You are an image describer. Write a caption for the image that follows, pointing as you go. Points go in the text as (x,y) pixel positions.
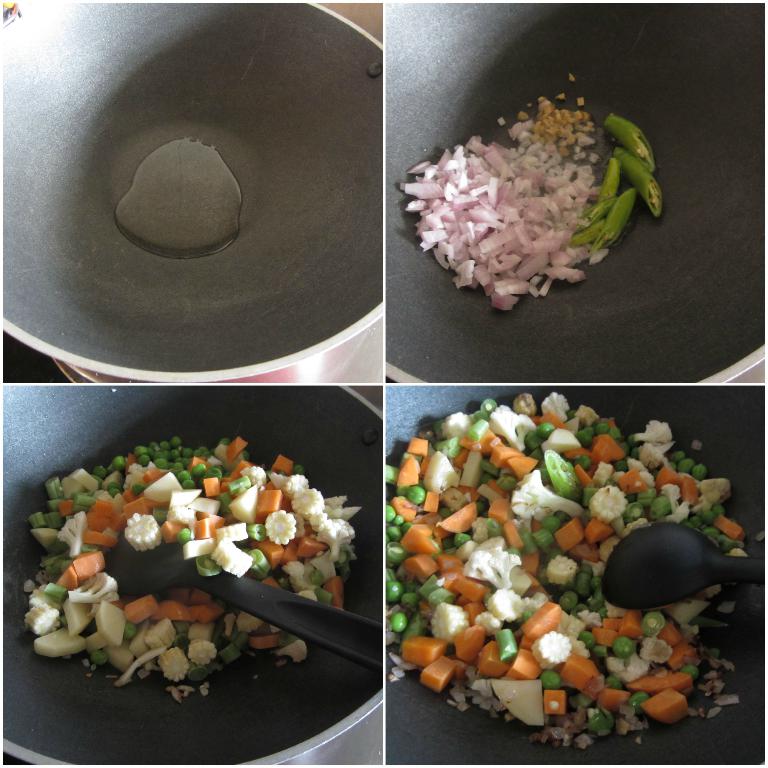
This is the collage image of some food items (548,447) in containers (409,309).
